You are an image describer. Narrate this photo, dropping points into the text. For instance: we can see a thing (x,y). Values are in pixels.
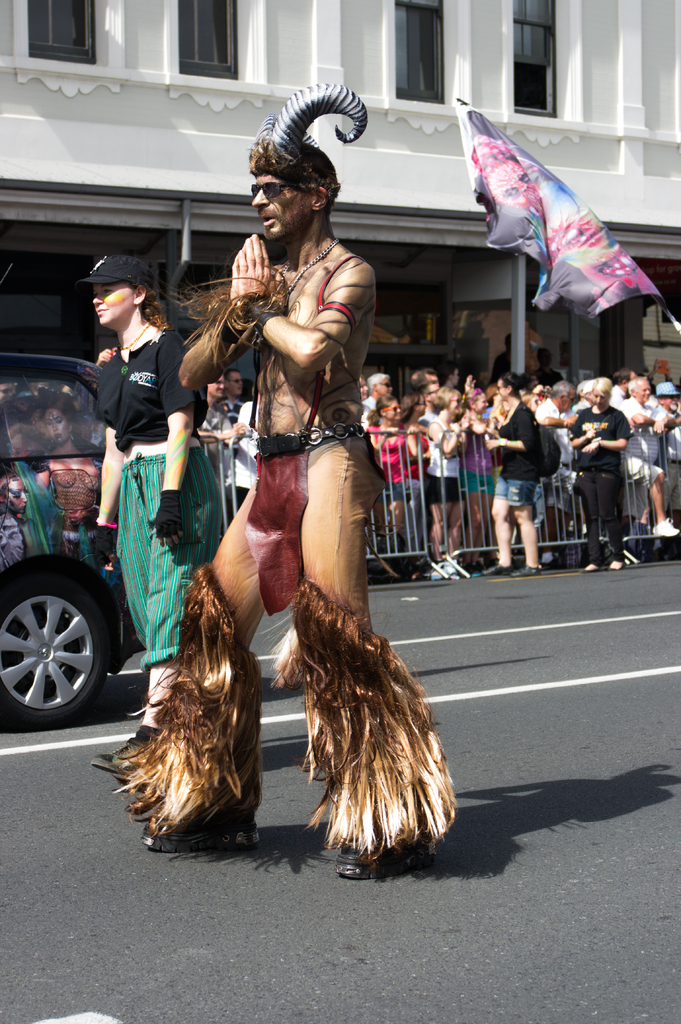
In this image, we can see two persons (276,558) walking on the road (326,837). There is a car (79,516) on the left side of the image (25,576). There is a crowd (451,510) in front of the building (401,206). There is a flag (569,228) on the right side of the image (599,263).
